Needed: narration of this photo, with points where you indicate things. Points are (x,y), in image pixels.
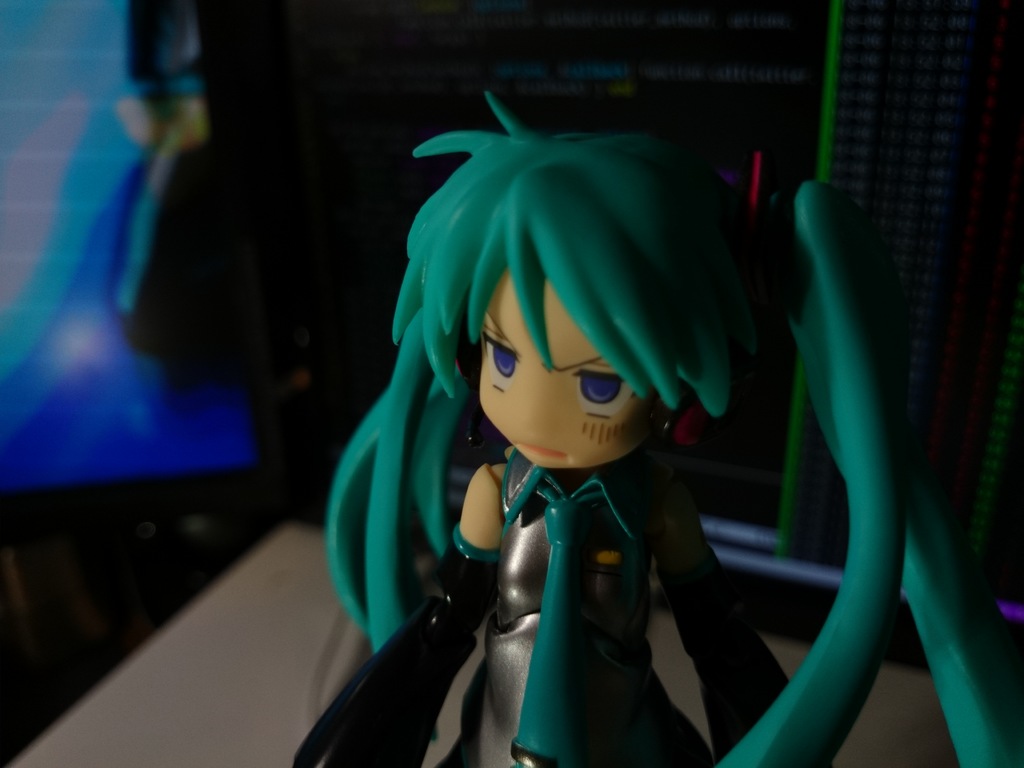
In this image I can see the colorful toy (582,408) and background (265,38) is in black and blue color.
